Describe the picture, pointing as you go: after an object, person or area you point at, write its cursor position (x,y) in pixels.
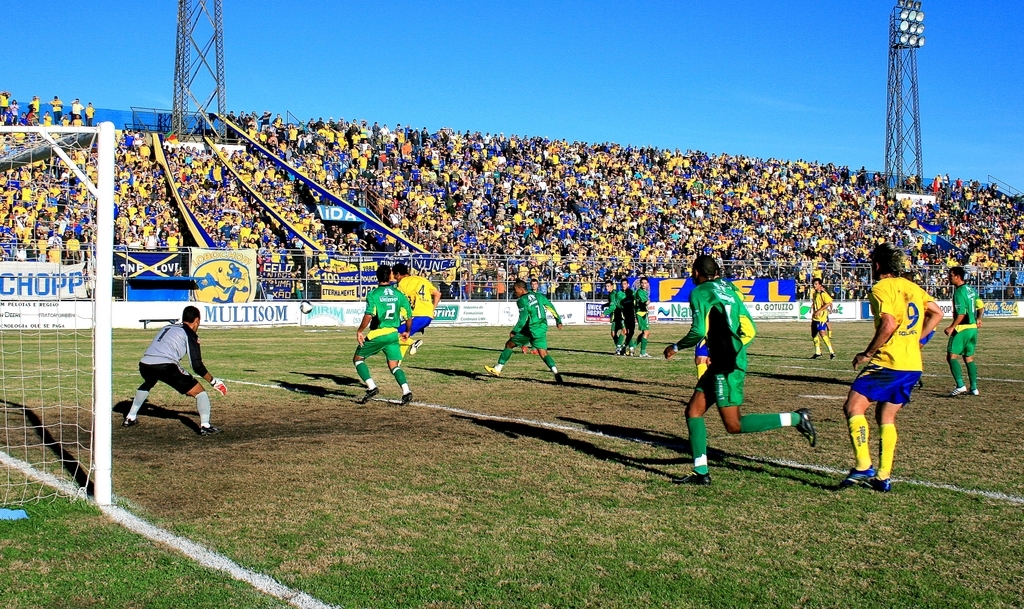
In the center of the image (399,321) there are people (912,329) playing football. At the bottom of the image (541,524) there is grass (546,523). In the background of the image (395,245) there are people (274,143) in the stands (512,157). There is a light (922,41) in the background of the image (890,64). There is sky (556,88).
